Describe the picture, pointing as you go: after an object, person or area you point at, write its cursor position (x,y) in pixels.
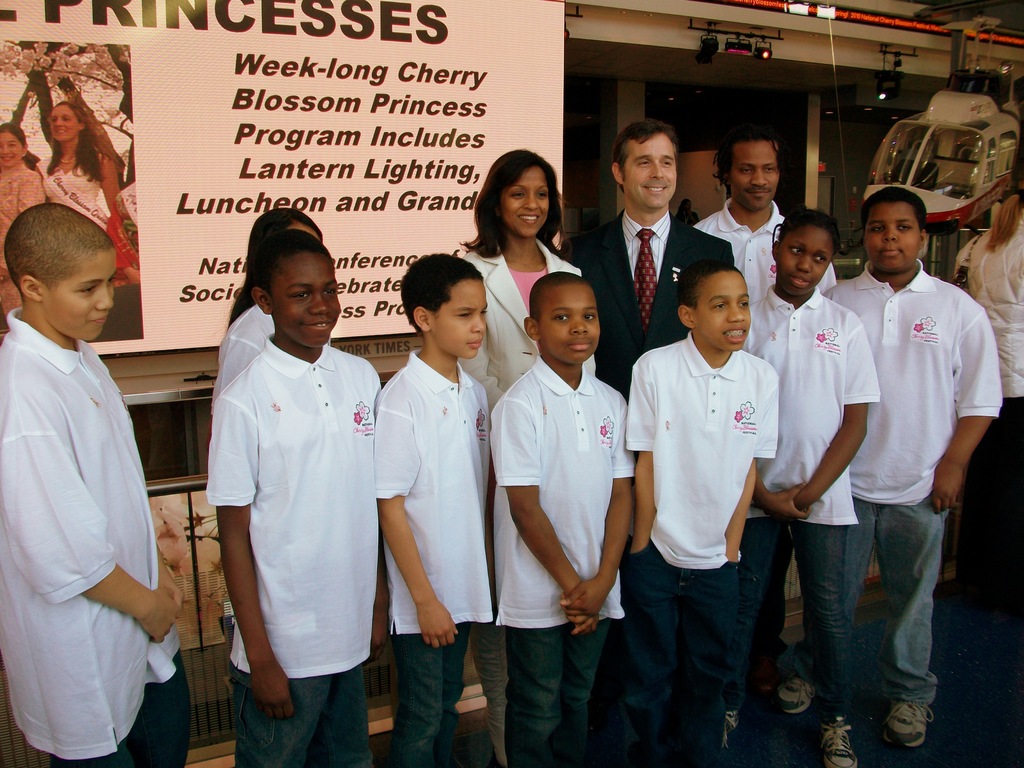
In this picture we can see a group of people (638,355) standing on the floor (985,661) and smiling and at the back of them we can see a poster (380,95), lights (711,59) and in the background (817,149) we can see some objects (959,130).
